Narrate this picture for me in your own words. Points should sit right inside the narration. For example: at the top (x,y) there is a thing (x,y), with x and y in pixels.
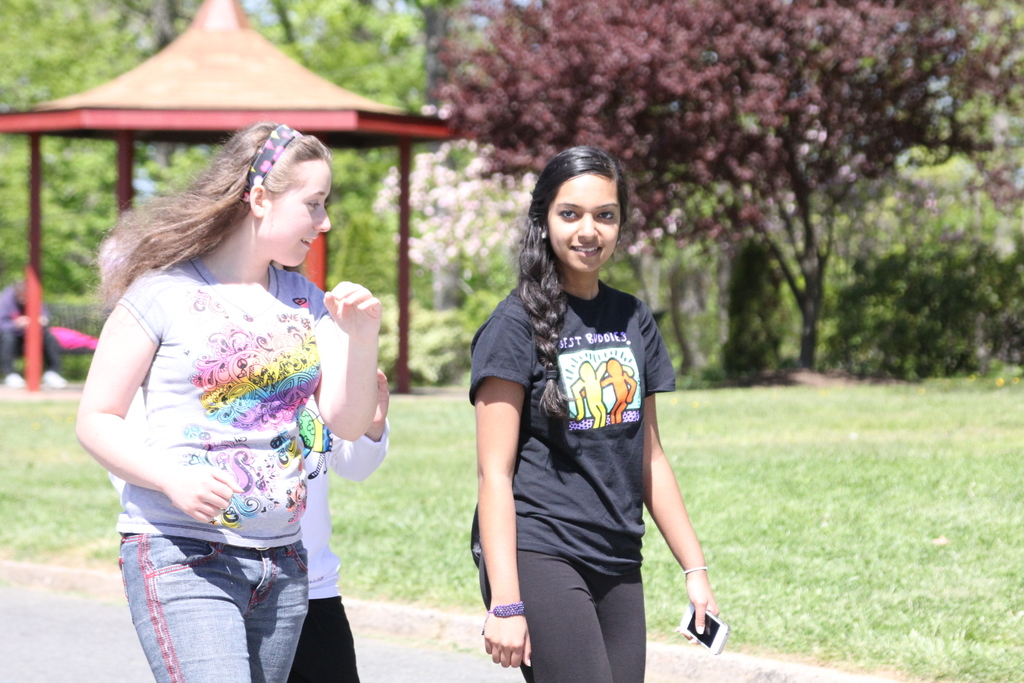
In this image I can see there are two women (109,343) walking on the road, beside woman (542,180) there is a ground (761,539), on the ground (744,568) there are trees (755,166), tent (287,79), person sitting on bench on the left side (57,278).
